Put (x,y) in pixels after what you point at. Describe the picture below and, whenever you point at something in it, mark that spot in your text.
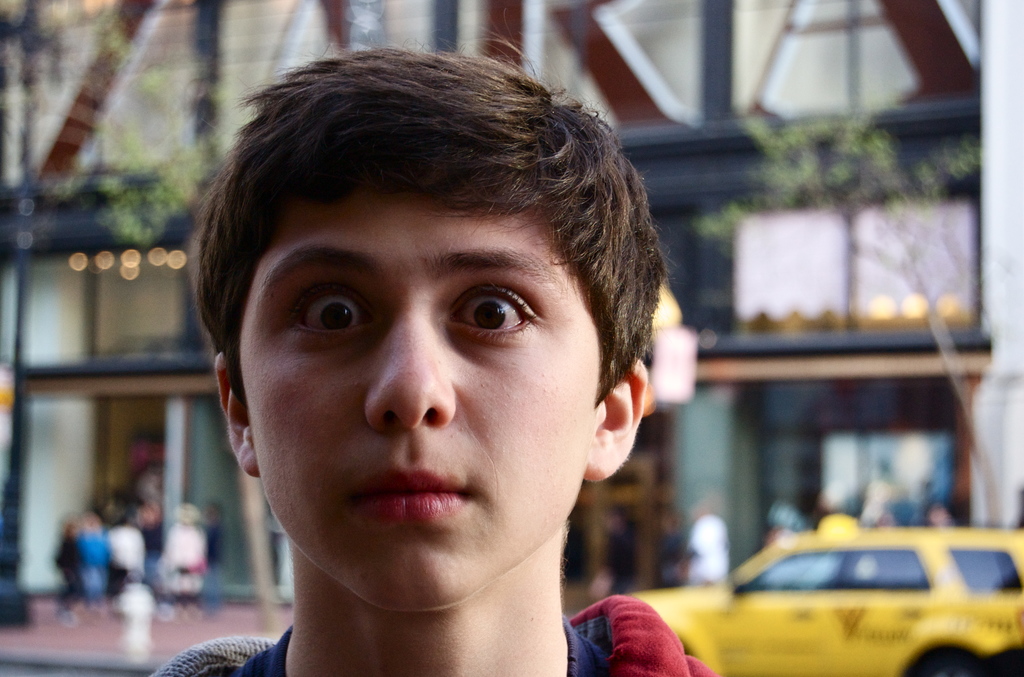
In this picture I can see there is a boy (572,292) here and in the backdrop (824,546) there is a car (859,626) parked and there are trees (744,203), buildings (112,385).
